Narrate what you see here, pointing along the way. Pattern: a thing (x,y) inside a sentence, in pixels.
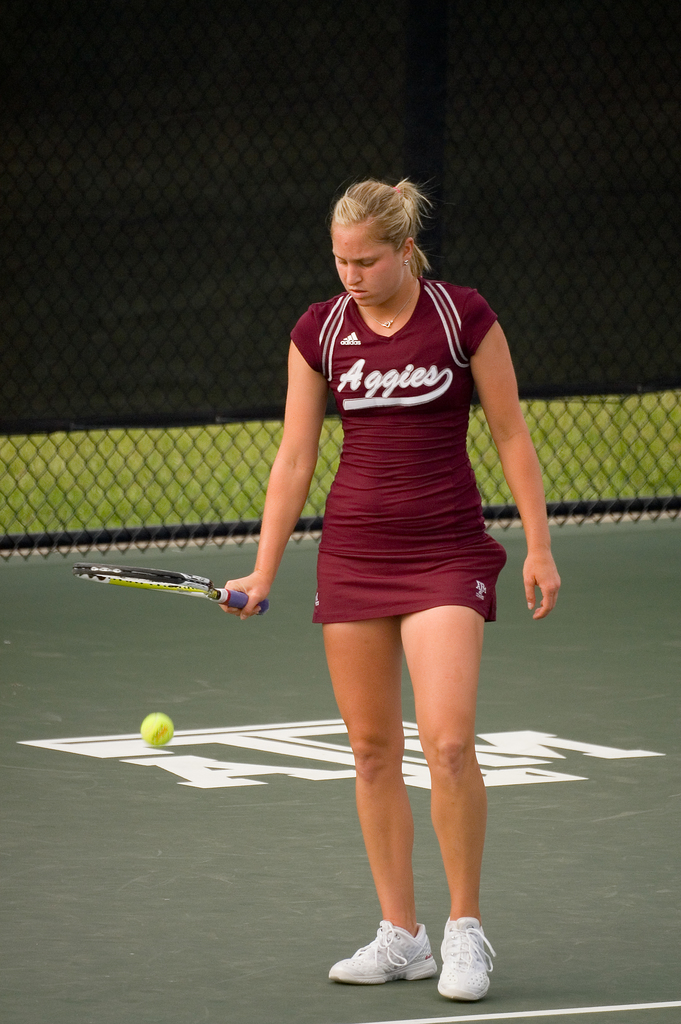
In this image there is one woman (414,464) who is standing and she is holding a racket (148,580) and she is wearing shoes (448,928) on the background (199,237) there is one net (289,107) and on the floor (242,783) there is ball (164,736).
